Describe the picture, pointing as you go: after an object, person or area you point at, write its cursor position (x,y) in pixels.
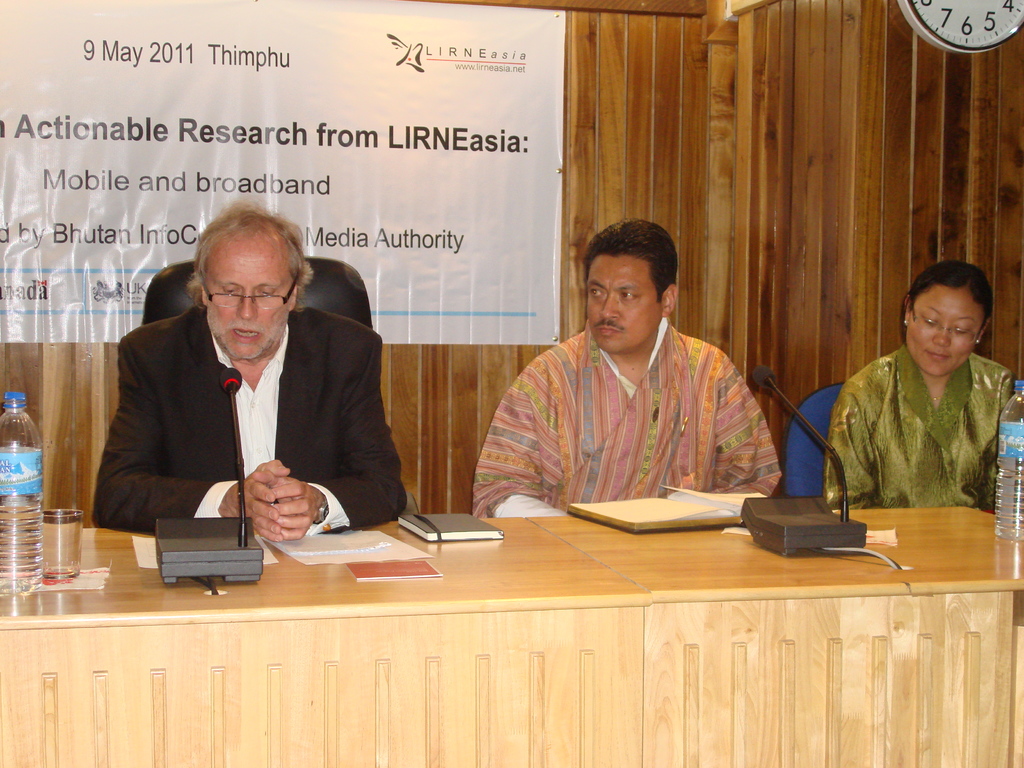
In the image in the center (342,363), we can see three persons (657,379) are sitting on the chair (788,430). In front of them, there is a table (565,643). On the table (596,618), we can see water bottles (0,479), papers (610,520), books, microphones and one glass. In the background (872,133) there is a wooden wall (862,156), wall clock (1012,24) and banner (145,196).
